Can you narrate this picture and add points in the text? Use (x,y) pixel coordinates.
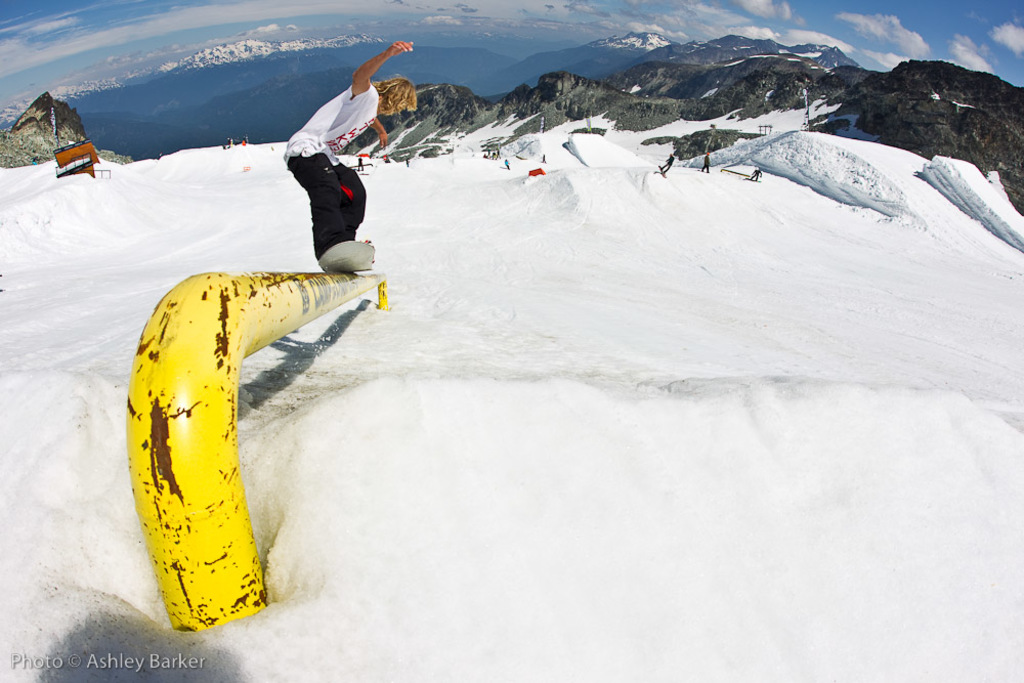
This is the picture of a mountain (469,115). In this image there is a boy (383,109) skating on the rod (192,324). At the back (451,108) there are mountains (288,112) and there are group of people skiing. At the top (313,14) there is sky (116,15) and there are clouds (154,27). At the bottom (641,457) there is snow (608,357). At the bottom left (13,656) there is a text (58,656).
